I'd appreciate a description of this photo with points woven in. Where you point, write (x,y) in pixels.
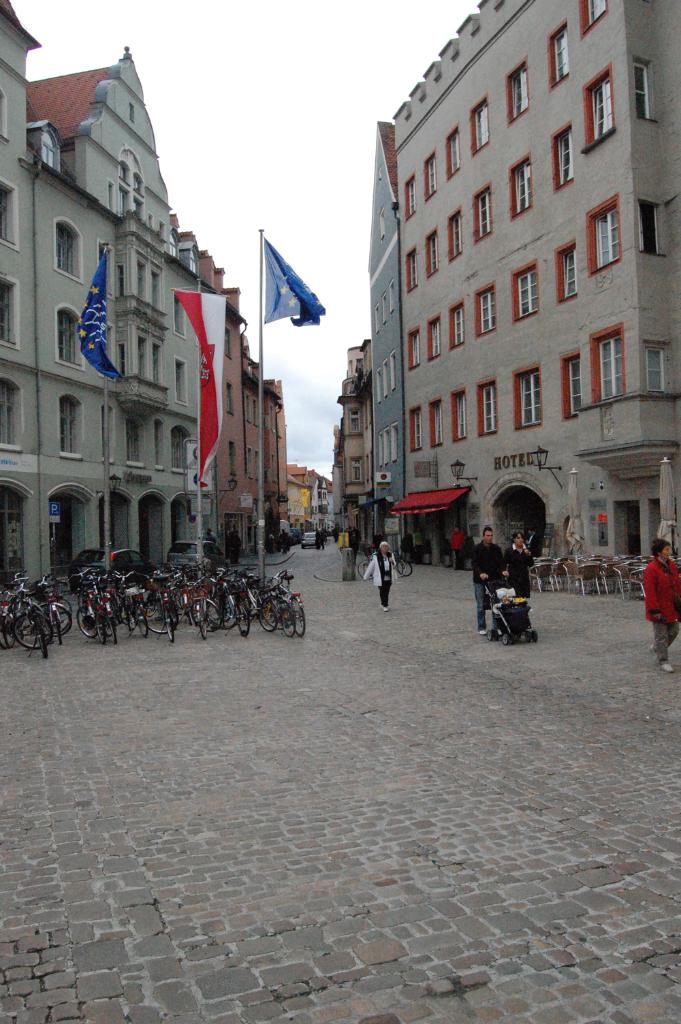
As we can see in the image there are buildings (549,348), chairs (642,575), few people (522,559) here and there, bicycles (284,624) and flags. On the top (272,171) there is sky (242,100).
